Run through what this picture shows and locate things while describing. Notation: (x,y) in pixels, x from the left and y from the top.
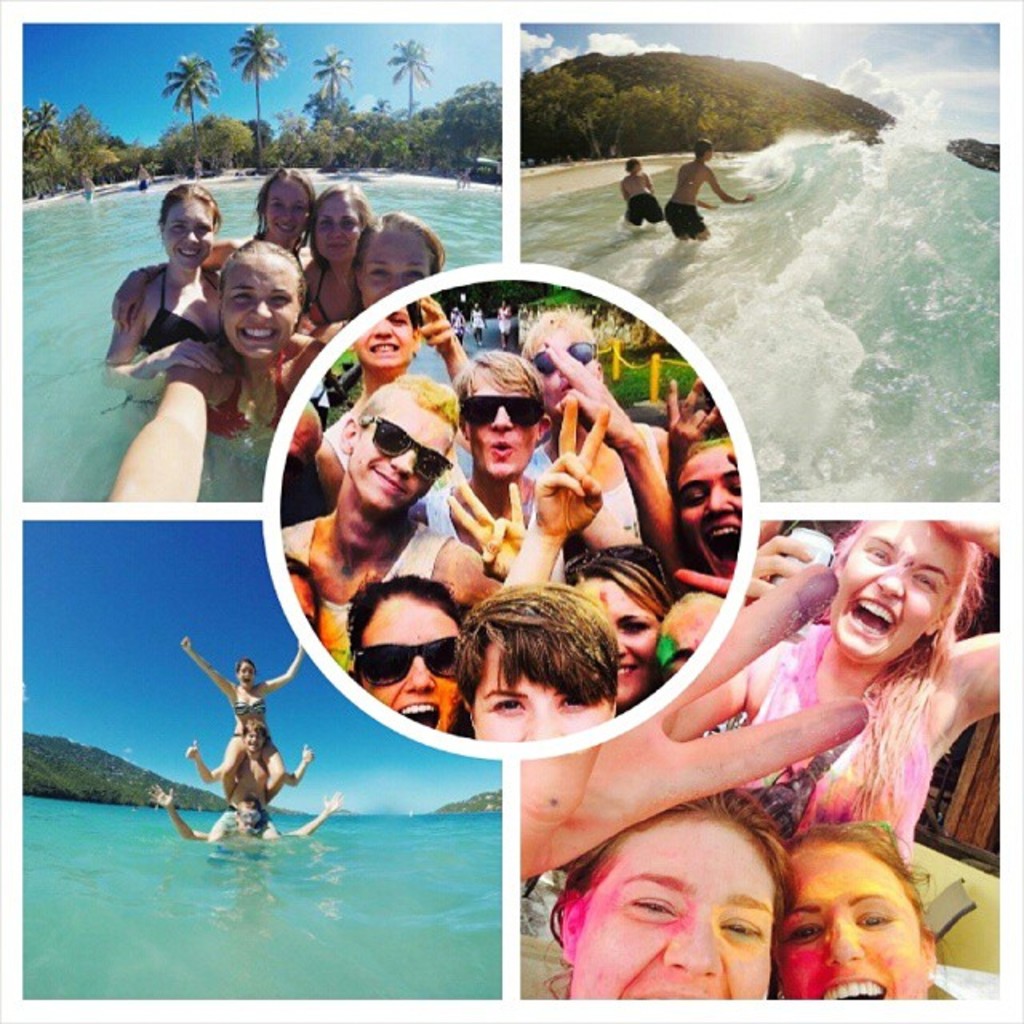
There is a collage image of five different pictures. In two pictures, we can see only persons (825,630) and remaining three pictures we can see persons (362,264) in the water (24,911).
